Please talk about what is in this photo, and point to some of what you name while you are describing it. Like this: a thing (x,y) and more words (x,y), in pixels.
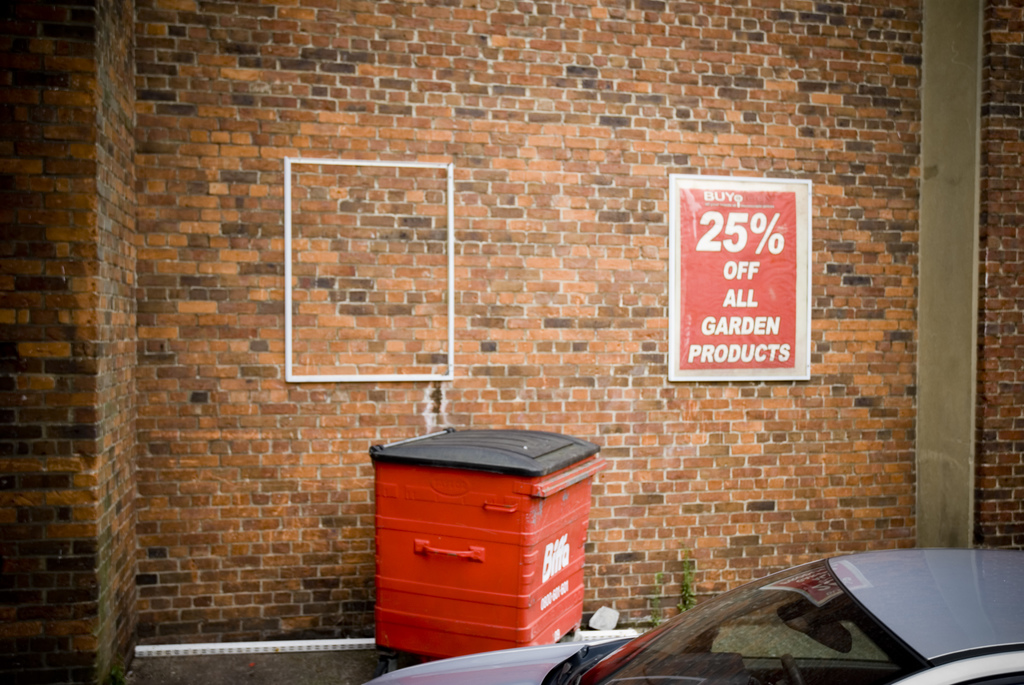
In this image we can see a wall (378,82) and there is a poster (706,315) with some text (739,294) on it and there is a car (473,666) at the bottom of the image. We can see an object (570,519) which looks a dustbin (479,620).
